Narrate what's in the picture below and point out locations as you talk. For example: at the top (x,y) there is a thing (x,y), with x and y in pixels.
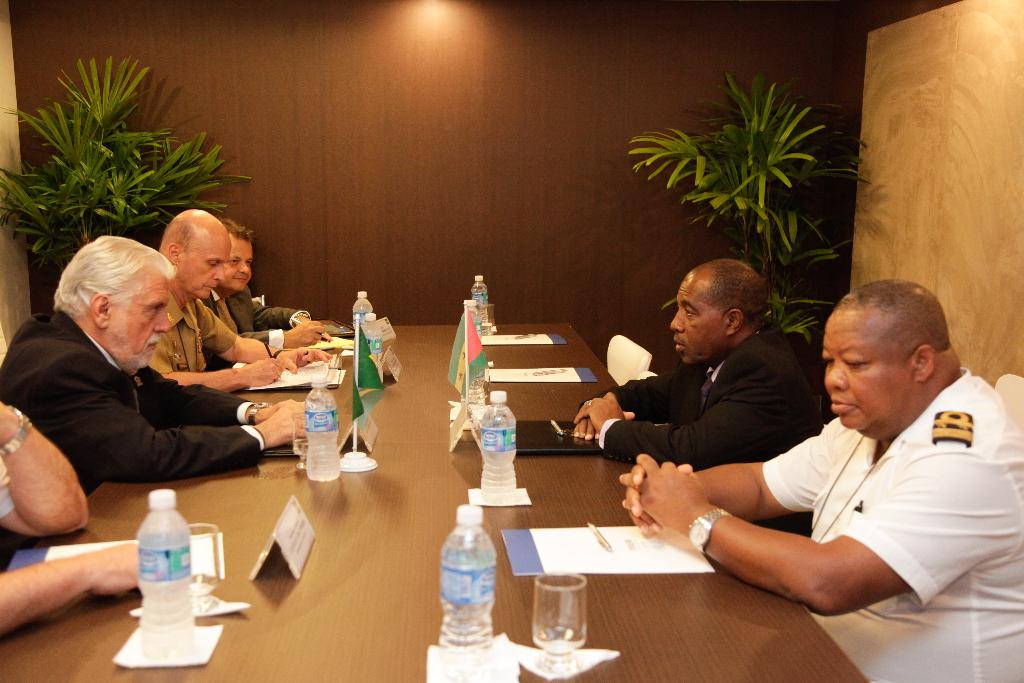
In this image, There is a table (360,581) which is in brown color and there are some bottles (503,426) on the table (433,340) and there are some people (850,579) sitting on the chairs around the table (376,580) and in the background (477,249) there is a brown color wall (584,124) and there are some green color plants (763,120).
